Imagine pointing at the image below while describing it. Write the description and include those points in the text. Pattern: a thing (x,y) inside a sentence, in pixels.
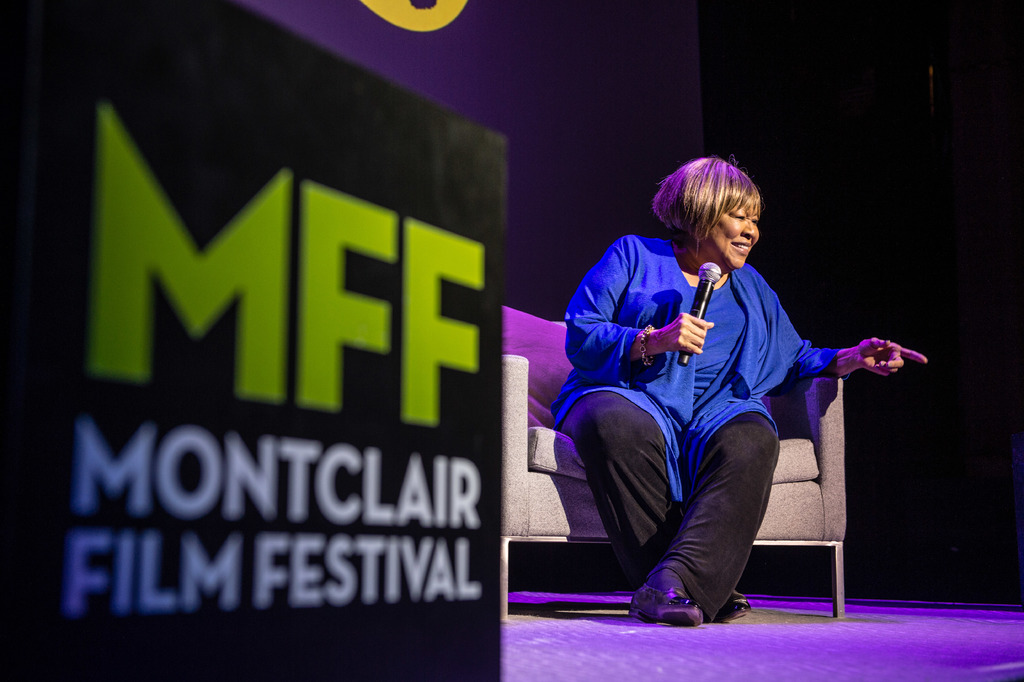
In this image we can see a person (666,399) sitting on a couch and holding an object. There is an object (301,420) in the image. There is some text (323,361) on an object (280,497) at the left side of the image (252,540).
